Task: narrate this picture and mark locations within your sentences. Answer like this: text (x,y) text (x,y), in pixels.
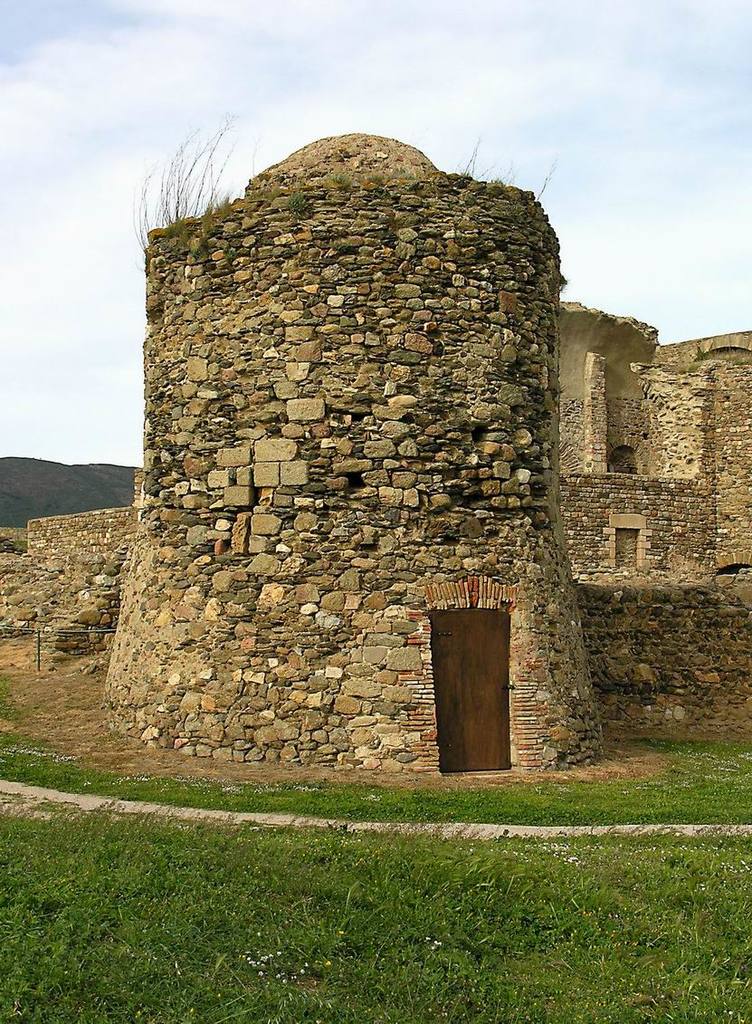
In this picture there is a castle (303,329) constructed with the stones (554,628). In the castle (529,656), there is a door (497,612). At the bottom (369,891), there is a lane (368,825) and a grass (285,787). On the top (478,80), there is a sky (655,77) with clouds (565,119).
